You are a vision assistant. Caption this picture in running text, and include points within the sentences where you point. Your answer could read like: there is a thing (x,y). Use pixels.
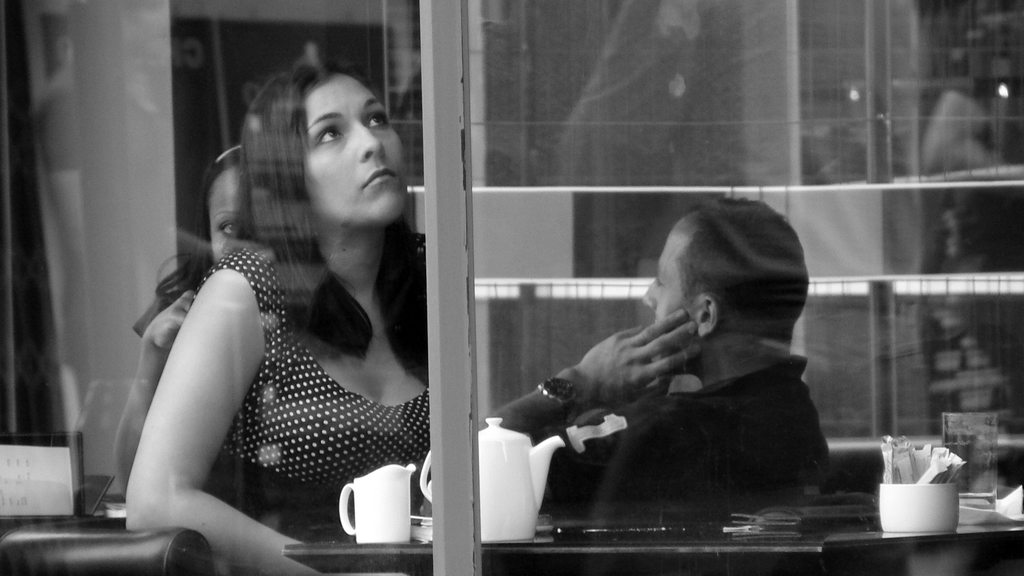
In this image in the center (584,365) there are persons (267,293) sitting and in the front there is a table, on the table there are cups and there is a jar (484,478) and there is a glass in the background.
